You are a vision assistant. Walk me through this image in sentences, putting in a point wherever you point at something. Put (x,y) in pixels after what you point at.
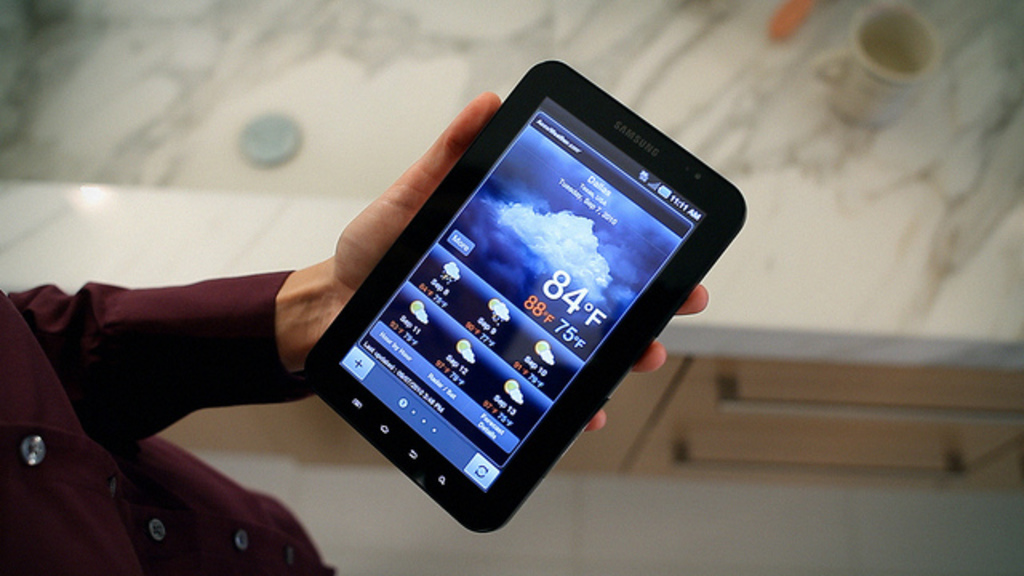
A human (69,486) is holding the Samsung tab (574,330), this person (650,360) wore the shirt (129,451).
